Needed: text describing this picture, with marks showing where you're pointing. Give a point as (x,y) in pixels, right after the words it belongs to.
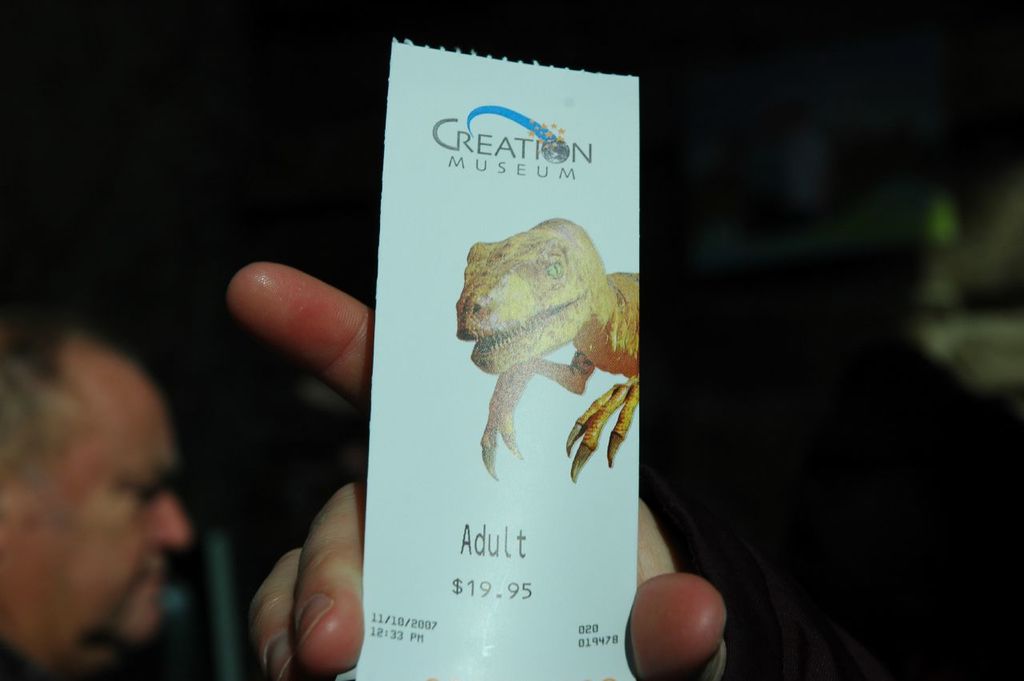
In the image we can see there is a card (465,384) in the hand (237,293) of a person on which there is a picture (612,316) of dinosaur (565,296) and its written ¨Adult¨ on it. Behind there is a man (87,482) and background of the image (24,258) is dark.
